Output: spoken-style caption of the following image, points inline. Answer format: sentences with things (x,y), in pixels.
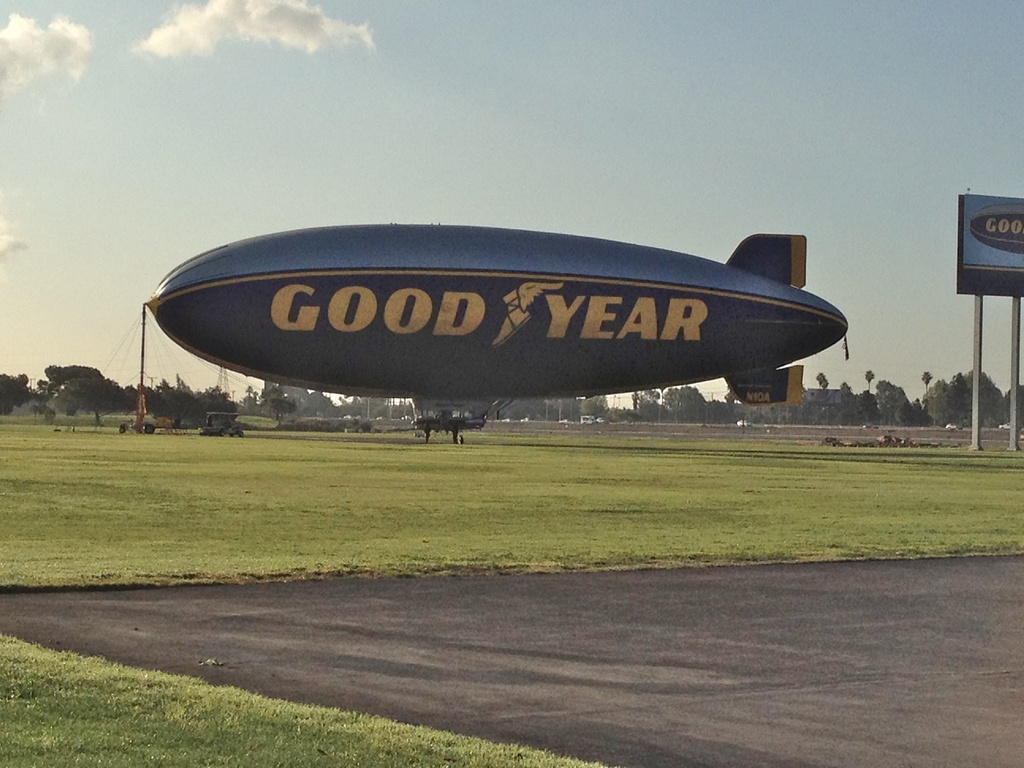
In this image we can see advertisements (468,333) on the ground (335,478), motor vehicles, poles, towers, trees (292,399) and sky (462,124) with clouds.
